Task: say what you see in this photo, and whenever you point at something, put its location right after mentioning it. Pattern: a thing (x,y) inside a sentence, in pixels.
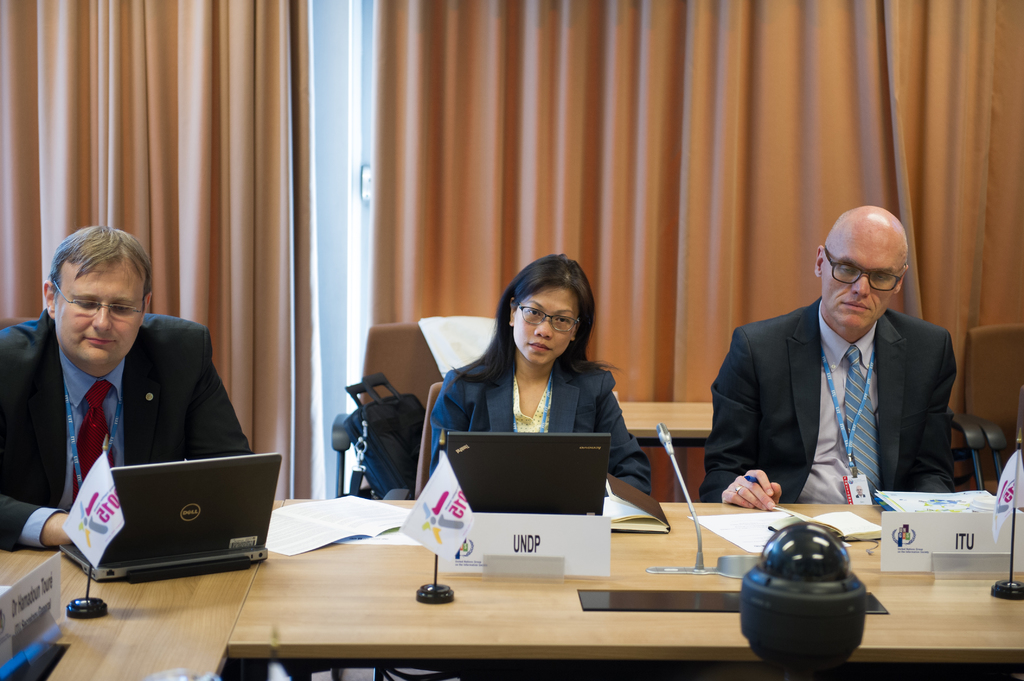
In this image we can see two men (734,380) and one women (538,389) are sitting on the chairs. In front of them, we can see tables (904,659). On the tables (954,619), we can see flags (1014,500), monitors (245,488), books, mic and some objects (791,559). In the background (649,391), we can see chairs (403,371), bag (390,449), table (671,425) and curtains (304,84). We can see a man (835,312) is holding a pen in his hand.
